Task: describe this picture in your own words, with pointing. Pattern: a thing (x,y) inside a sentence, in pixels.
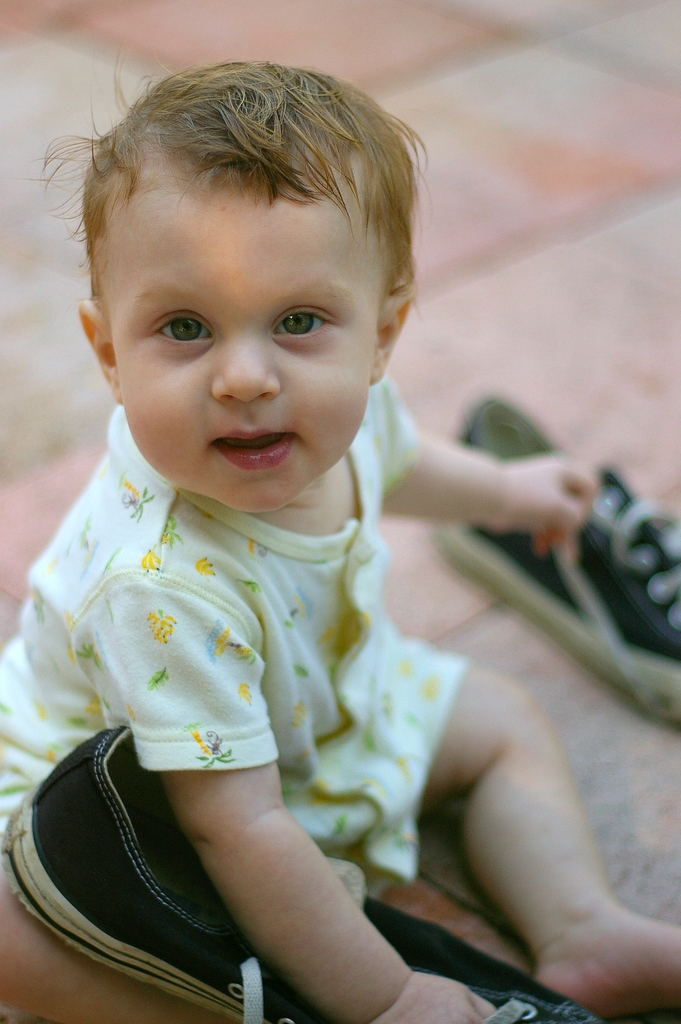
In this image there is a kid (275,615) sitting on the floor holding a shoes (580,587).
